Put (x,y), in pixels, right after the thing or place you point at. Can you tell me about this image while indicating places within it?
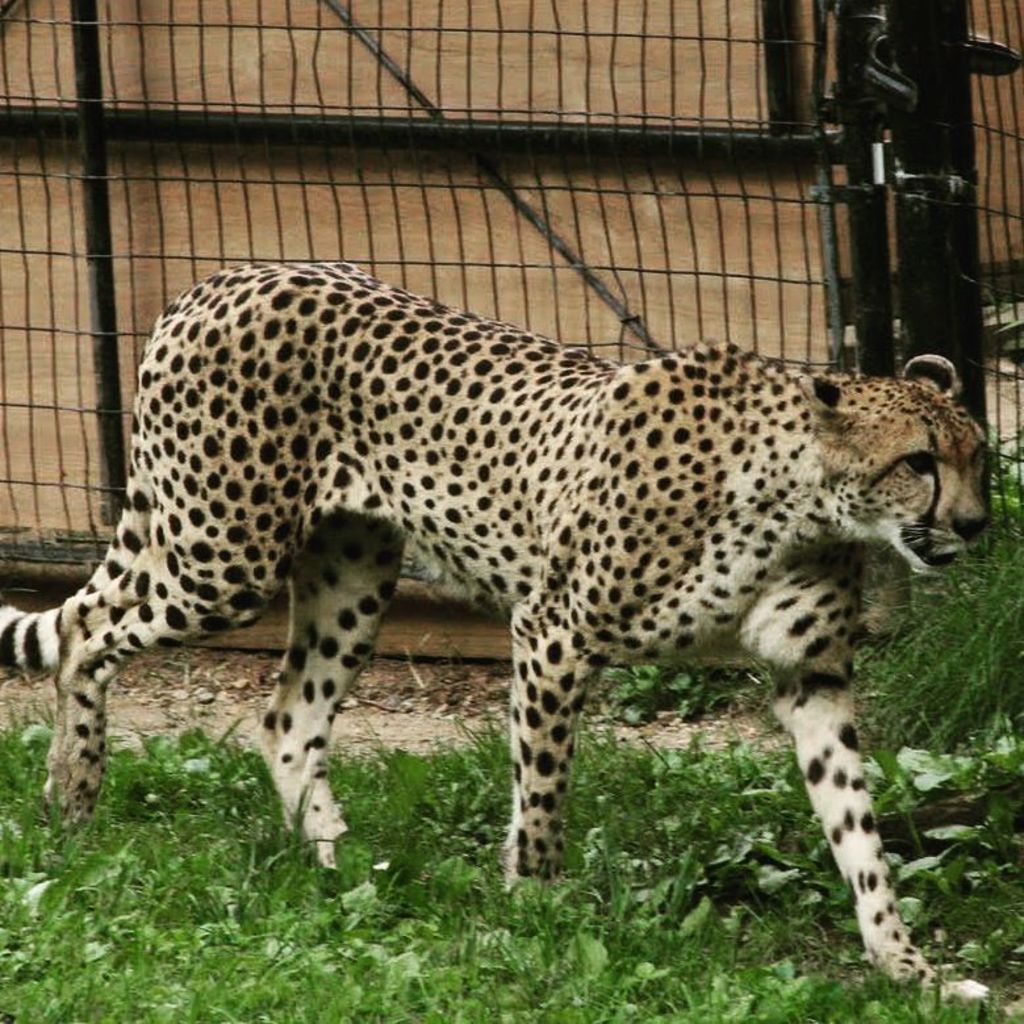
In this image there is a Cheetah (638,576), there is grass (476,916) towards the bottom of the image (542,916), there are plants (958,758) towards the right of the image (981,647), at the background of the image (620,237) there is a fencing (503,185).
